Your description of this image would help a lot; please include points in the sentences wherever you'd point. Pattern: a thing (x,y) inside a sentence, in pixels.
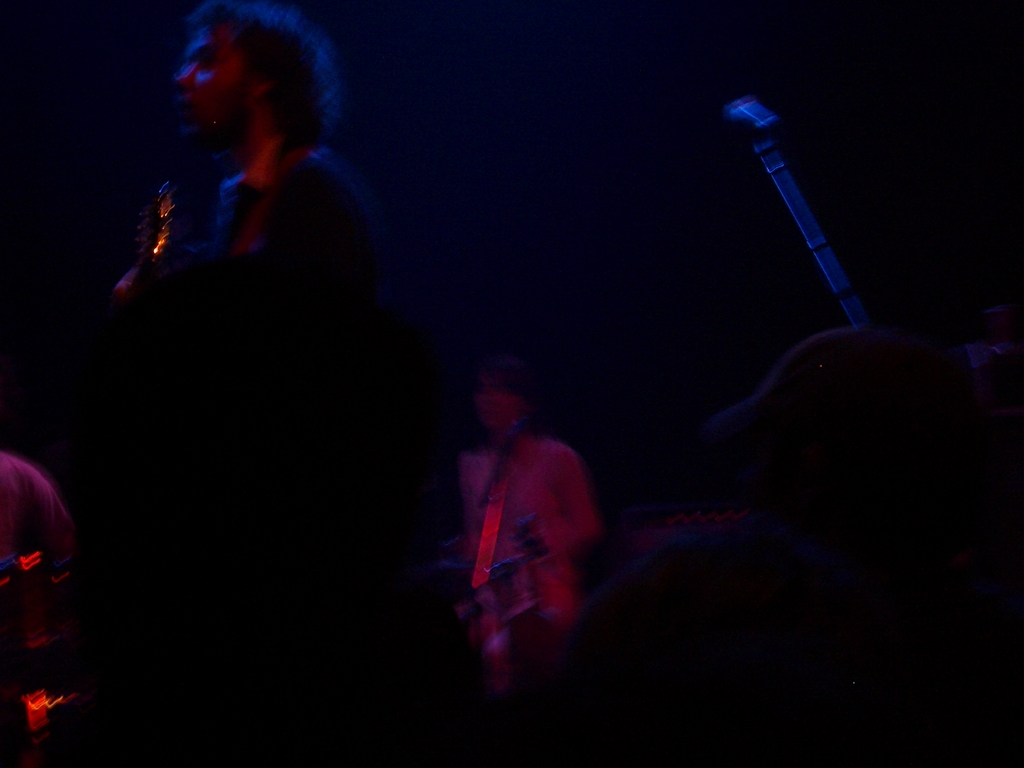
In the picture we can see some people (324,626) are standing and holding a guitar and beside them we can see some musical instrument (19,585).
